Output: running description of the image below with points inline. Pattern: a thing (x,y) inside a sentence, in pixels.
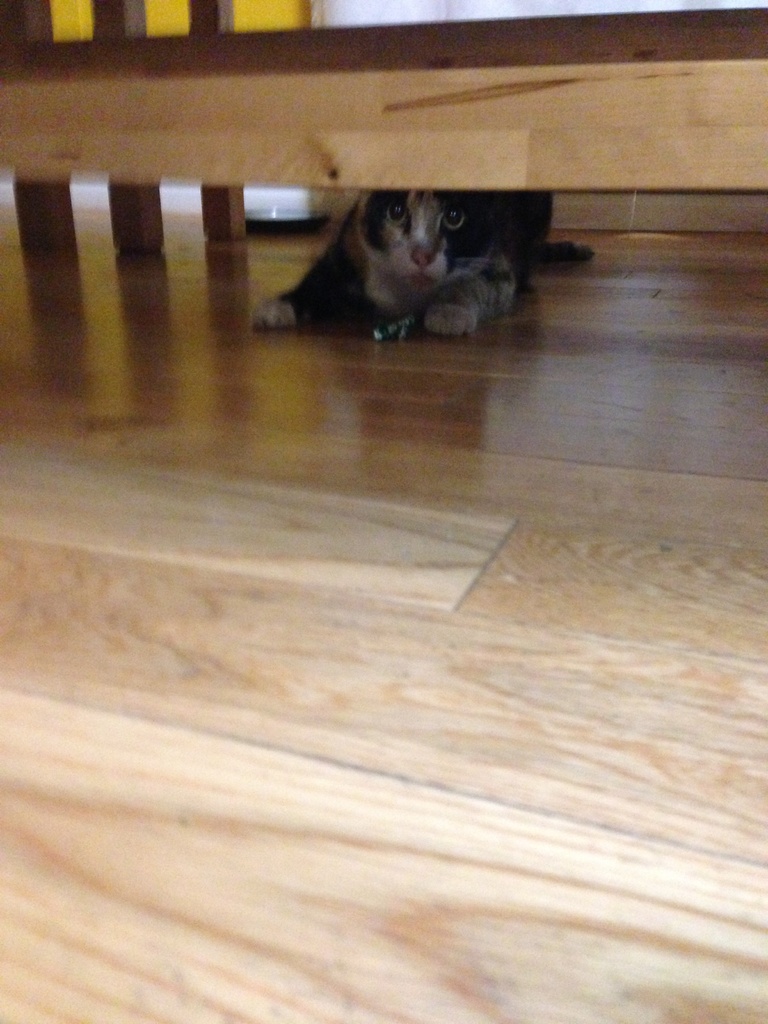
Here we can see a cat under a wooden block (355,153).
